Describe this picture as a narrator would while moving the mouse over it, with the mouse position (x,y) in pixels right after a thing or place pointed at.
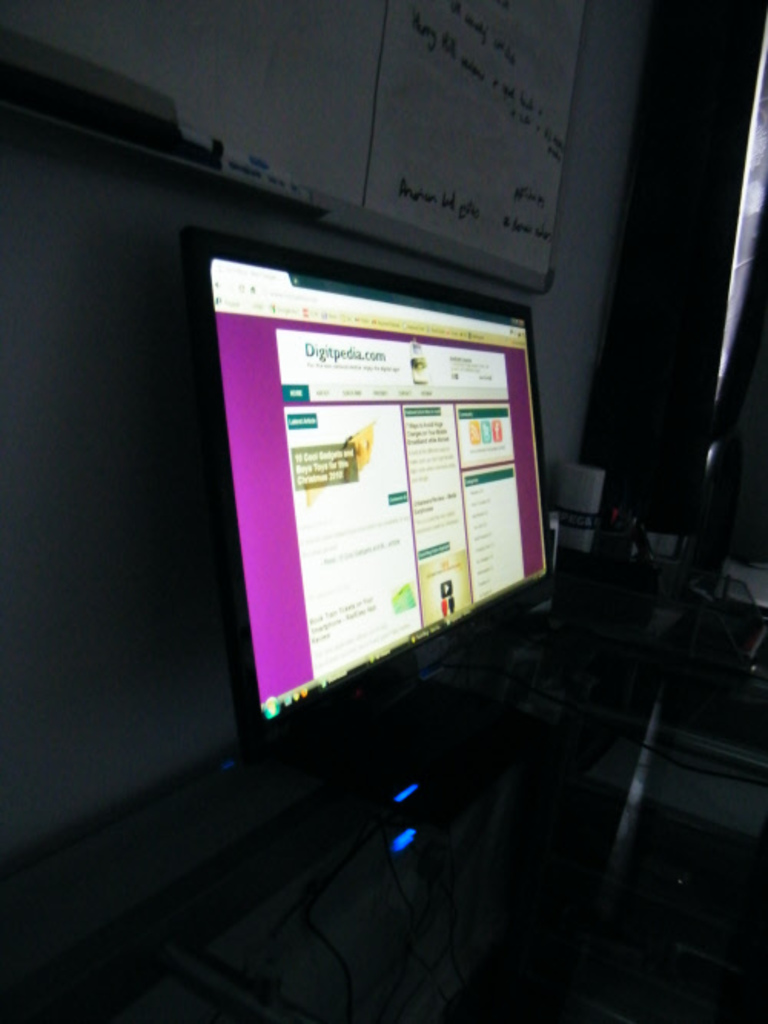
There is a desktop (332,493) which displays a picture (446,485) on it and there is a white board (361,112) which has something written on it.
